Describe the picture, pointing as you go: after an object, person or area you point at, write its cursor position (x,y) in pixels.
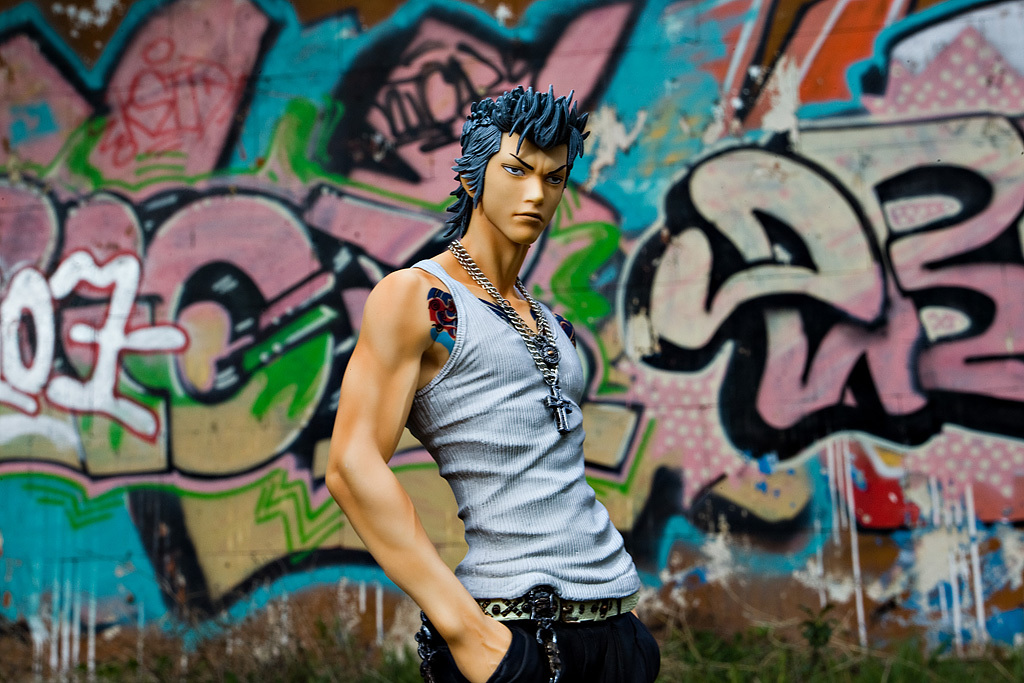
As we can see in the image in the front (486,410) there is a statue (486,410) and in the background (153,325) there is wall (176,76). On wall (151,240) there is painting (764,286).
